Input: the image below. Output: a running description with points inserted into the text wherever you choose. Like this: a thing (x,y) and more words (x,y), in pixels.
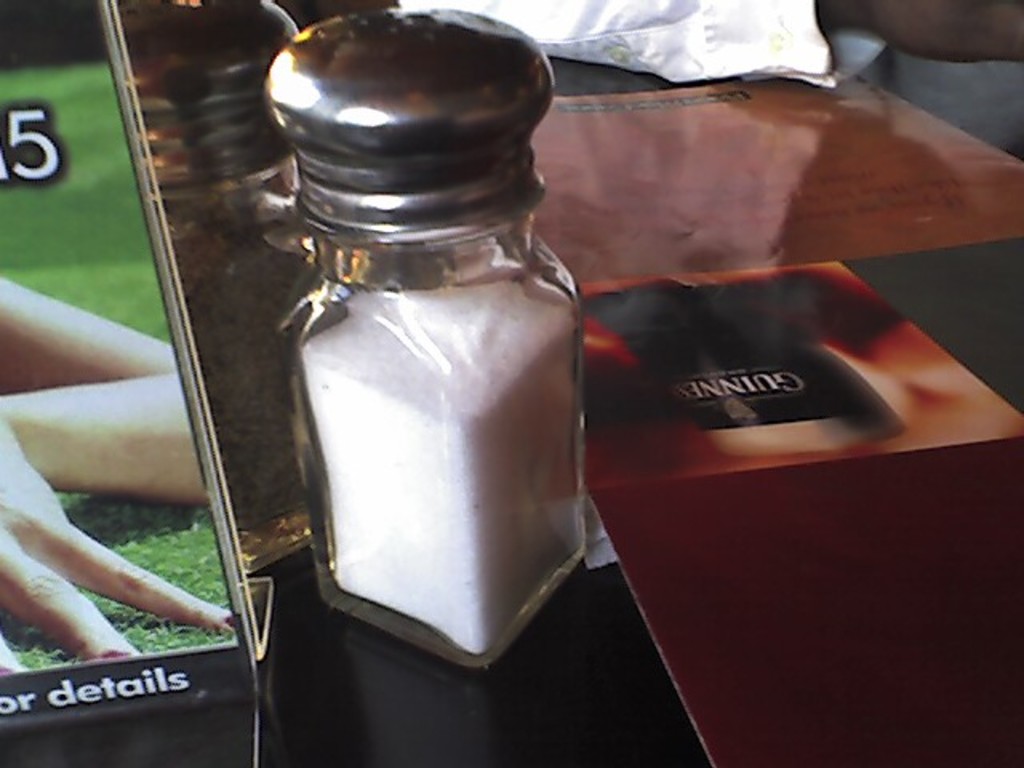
We can see jars (344,183), board (175,591) and objects (812,398) on the platform (874,271).
